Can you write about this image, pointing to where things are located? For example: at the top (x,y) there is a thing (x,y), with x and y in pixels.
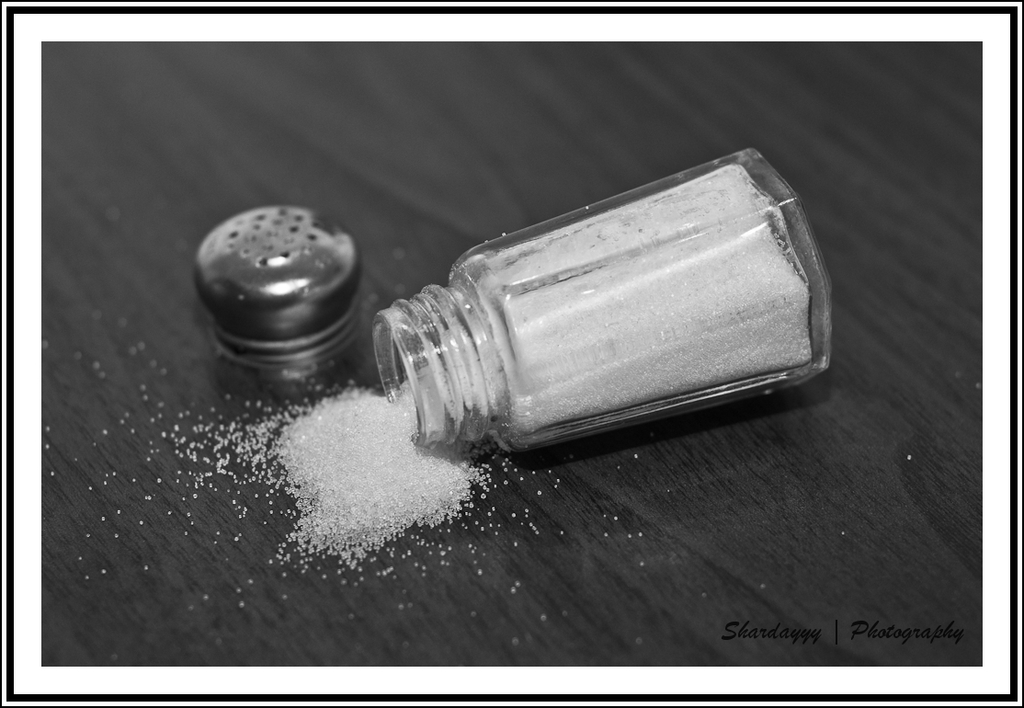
This is a black and white image and here we can see jar (493,354) containing sugar (353,428) and we can see a cap (249,249), which are on the table (759,533). At the bottom (893,639), there is some text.
